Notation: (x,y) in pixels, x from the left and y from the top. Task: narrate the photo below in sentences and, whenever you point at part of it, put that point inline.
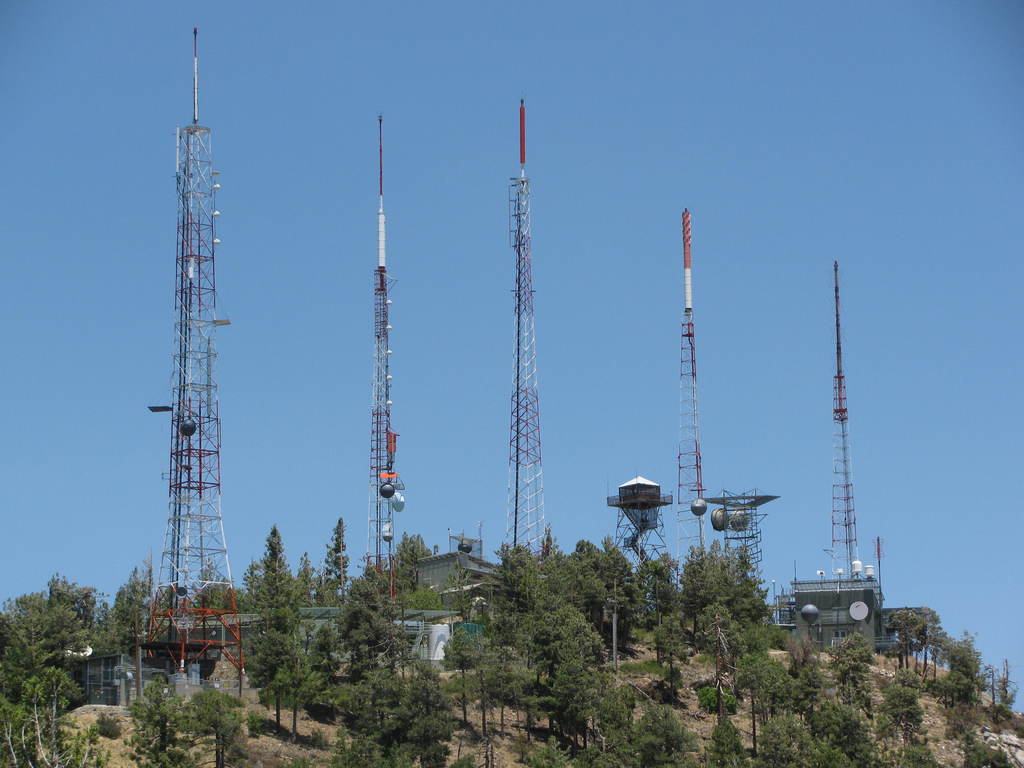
In this picture we can see trees (514,661), poles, and towers (648,536). In the background (736,342) there is sky (928,280).
